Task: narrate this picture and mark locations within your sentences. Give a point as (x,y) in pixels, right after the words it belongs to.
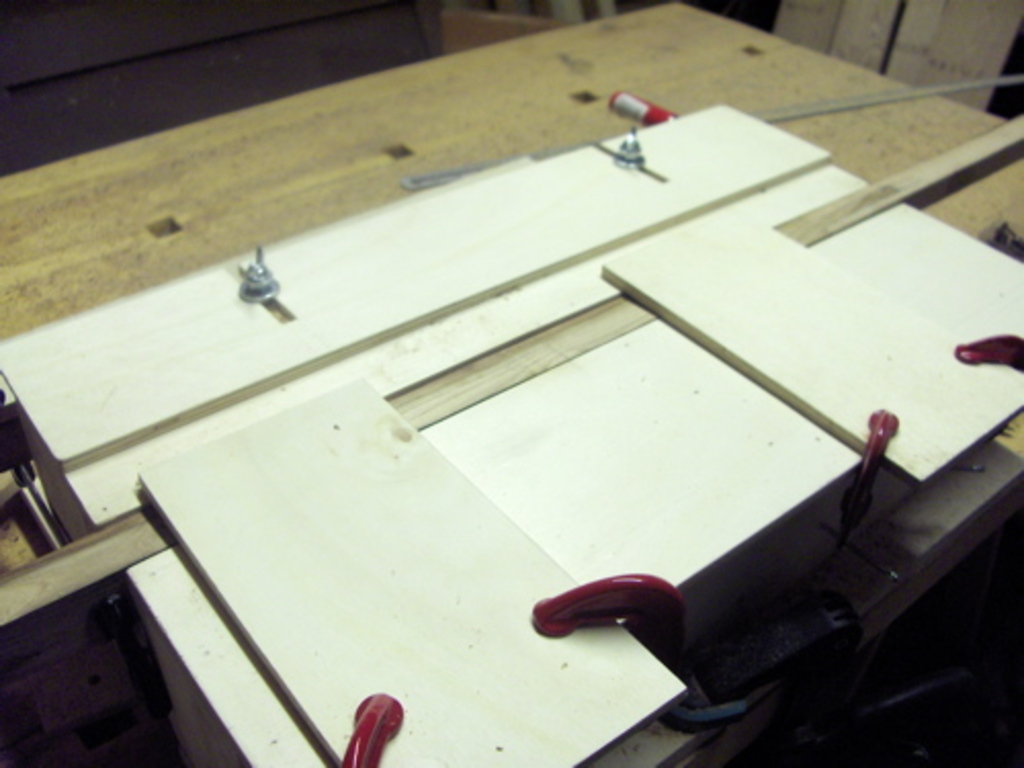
In this image we can see the plywood boards (938,372), a clamp (637,101) and a scale (969,83) on the wooden table (504,63).
